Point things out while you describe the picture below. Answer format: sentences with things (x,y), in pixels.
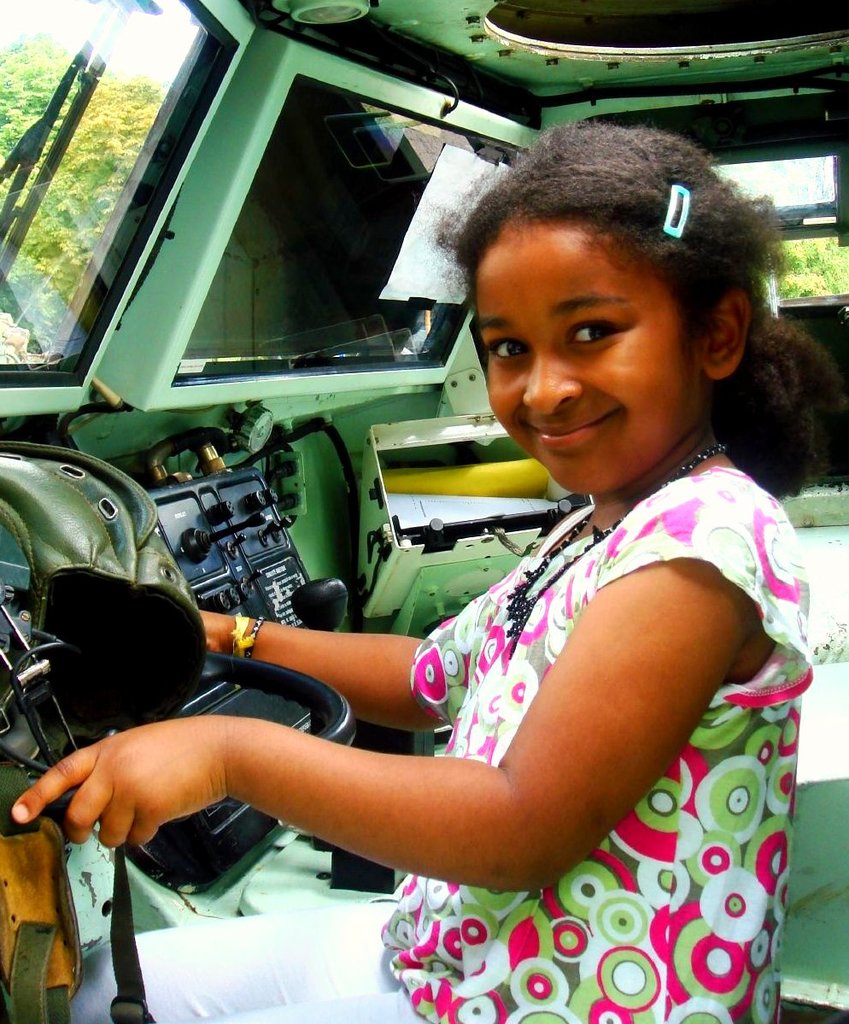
This is the picture of a girl (319,780) wearing white pant (343,923) and top (731,840) she is sitting inside a vehicle (259,874) and holding an object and posing for a photo. In the background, we can see a few trees (816,285).
